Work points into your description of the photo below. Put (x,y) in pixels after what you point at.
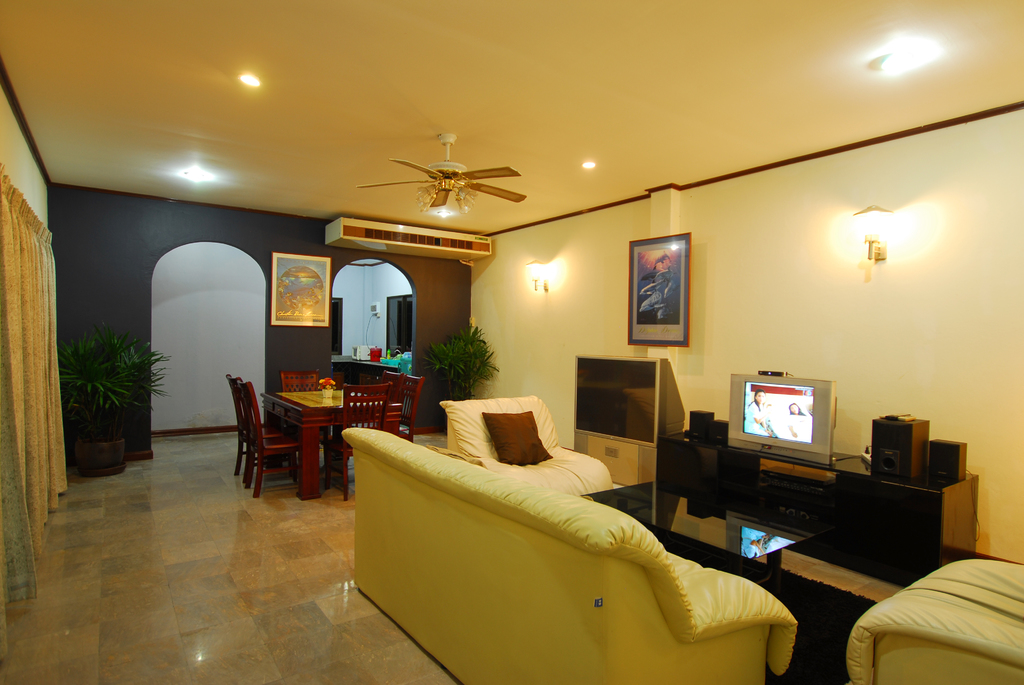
In this picture we can see the inside view of a building (420,260). In the building (341,519) there is a sofa (554,537), chairs (279,435), tables (300,410), houseplants (467,367), desk (741,453), television (753,429), speakers (723,441) and some objects (502,446). There are photo frames (652,289) and lights (550,266) on the wall (716,268). At the top (465,187) there are ceiling lights (877,62) and a fan (446,197). On the left side of the image (46,319) there are curtains (2,336).
